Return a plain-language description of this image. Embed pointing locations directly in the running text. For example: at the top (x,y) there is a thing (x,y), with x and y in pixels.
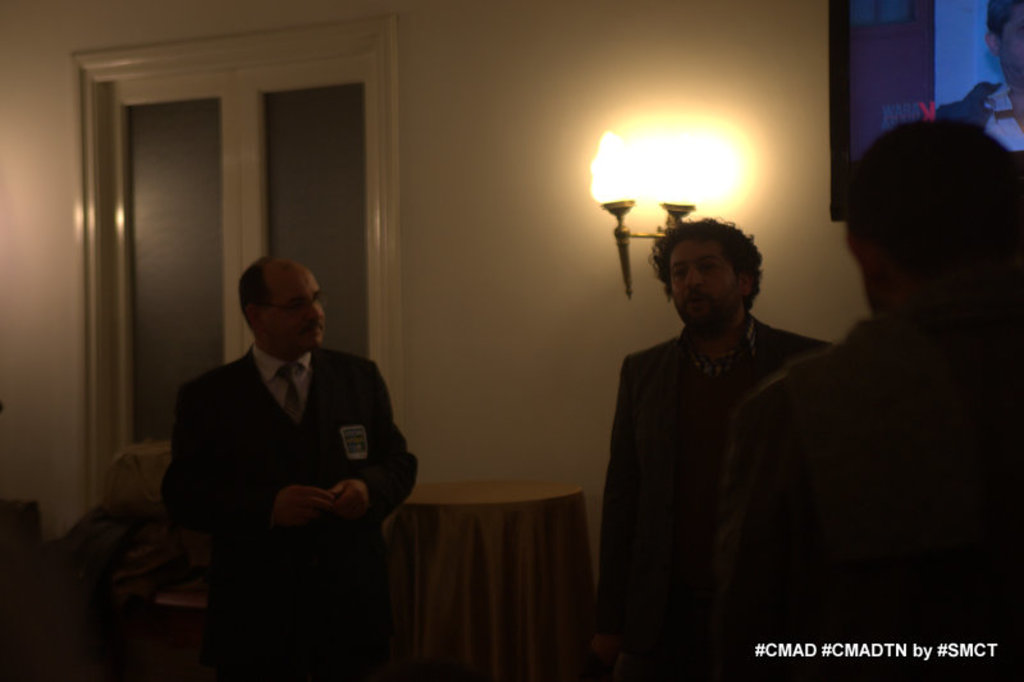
In this picture we can see group of people (382,403), beside to them we can see a table (510,525) and few lights (698,199) on the wall (490,254), at the right bottom of the image (851,654) we can see a watermark (883,646).
